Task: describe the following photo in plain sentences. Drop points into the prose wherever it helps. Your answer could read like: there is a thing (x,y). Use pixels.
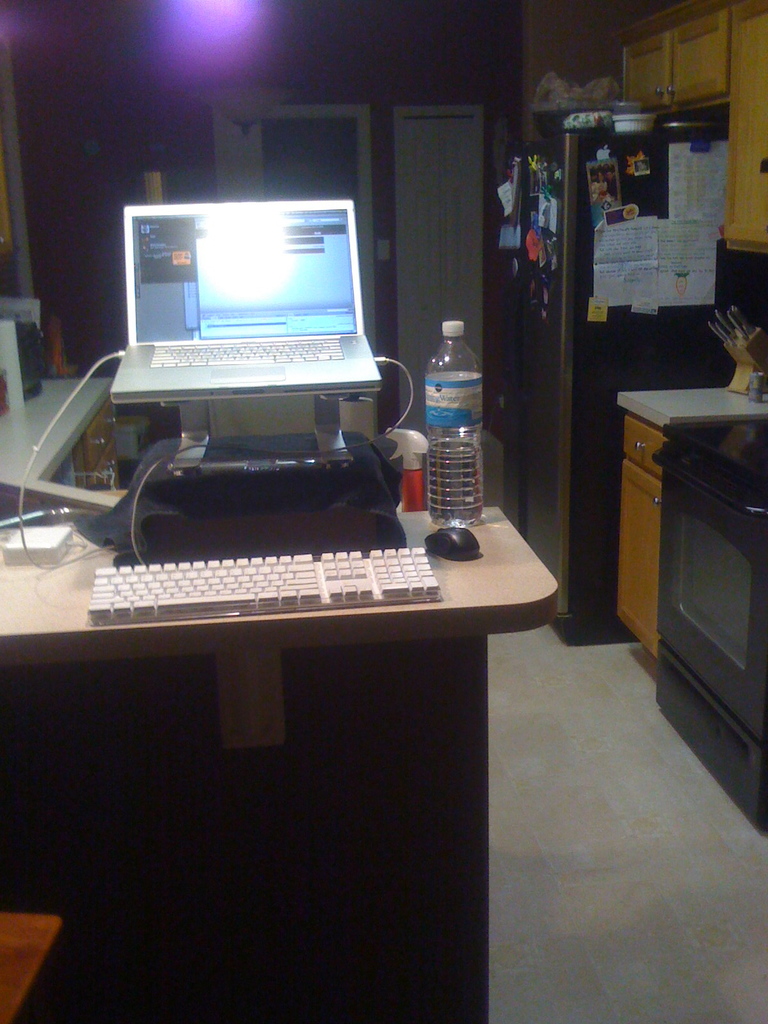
As we can see in the image there is almara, wall (498,489), table (520,541). On table (509,542) there is a screen (231,339), keyboard (296,589), mouse (457,539) and bottle (449,442).
